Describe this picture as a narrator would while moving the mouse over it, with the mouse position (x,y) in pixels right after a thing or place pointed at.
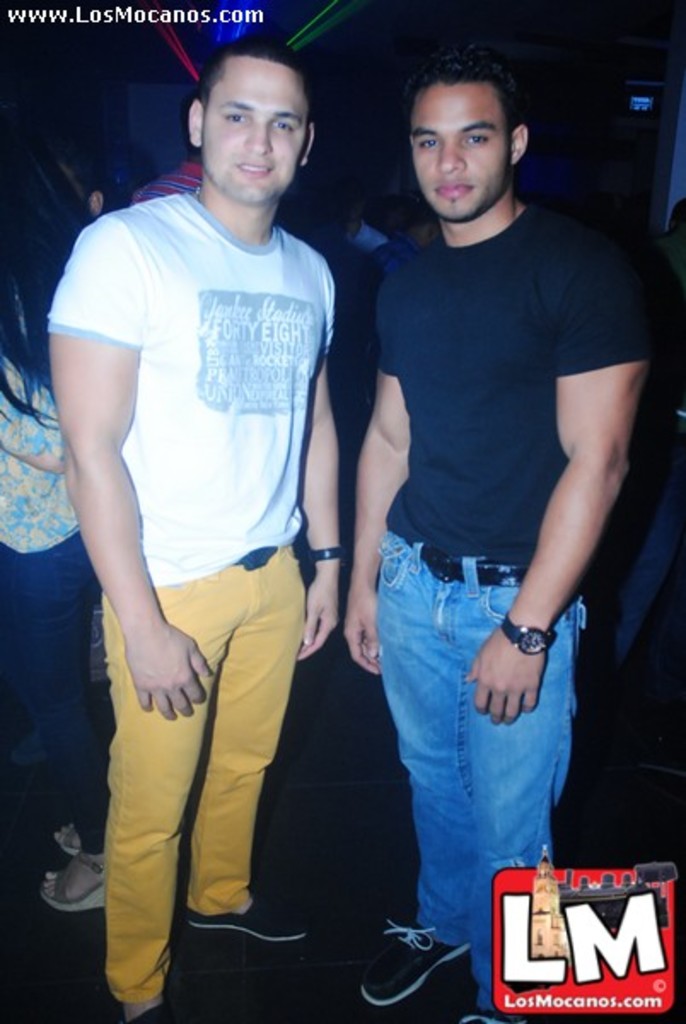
In this picture we can see some people (295,448) are standing on the floor (351,815) and behind the people (224,451) there is a dark background (351,299) and lights (180,55). On the image there are watermarks (592,950).
